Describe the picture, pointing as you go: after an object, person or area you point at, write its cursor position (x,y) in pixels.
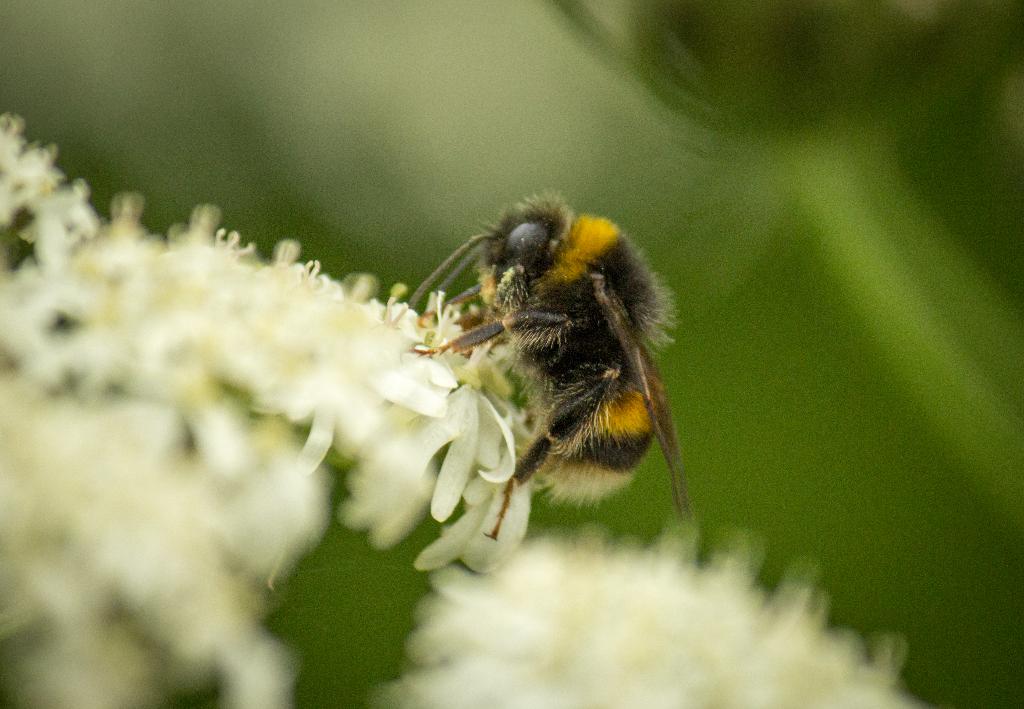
This image consists of flowers (484,549). On that there is an insect (490,313).
